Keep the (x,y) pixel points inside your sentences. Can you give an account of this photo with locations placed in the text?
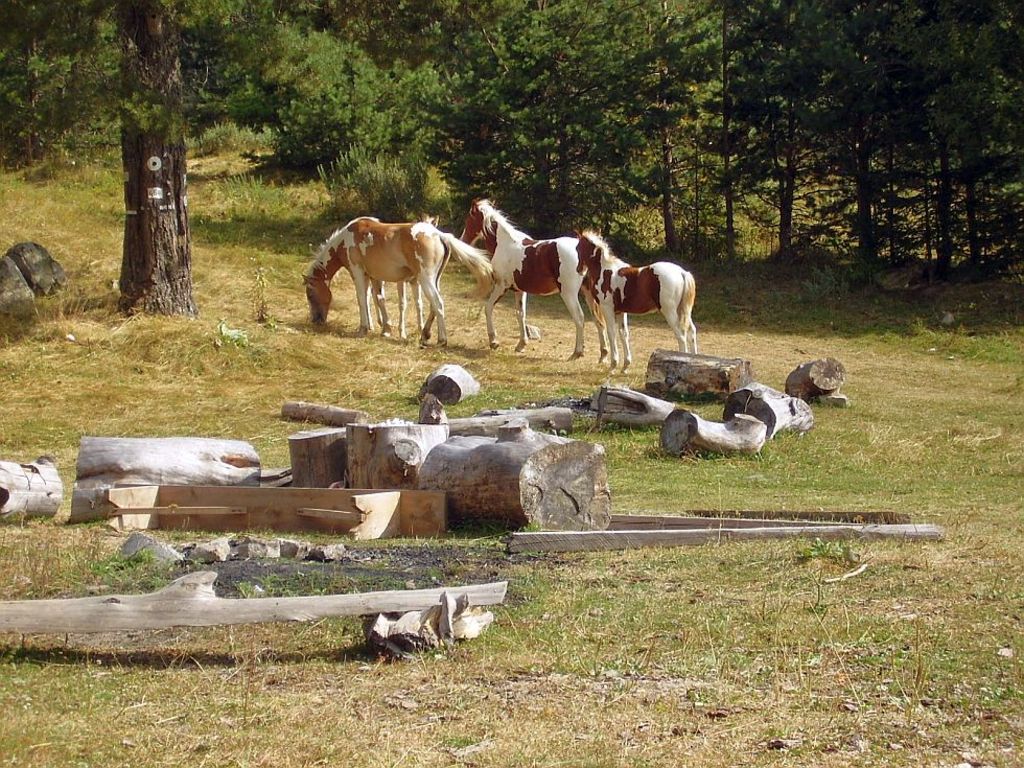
In this image there are three horses (427,297) walking on the ground (302,349). There is grass (703,336) on the ground (899,397). In the foreground (57,612) there are logs (485,452) of wood (485,452). In the background (274,158) there are plants (89,149) and trees (365,121).
